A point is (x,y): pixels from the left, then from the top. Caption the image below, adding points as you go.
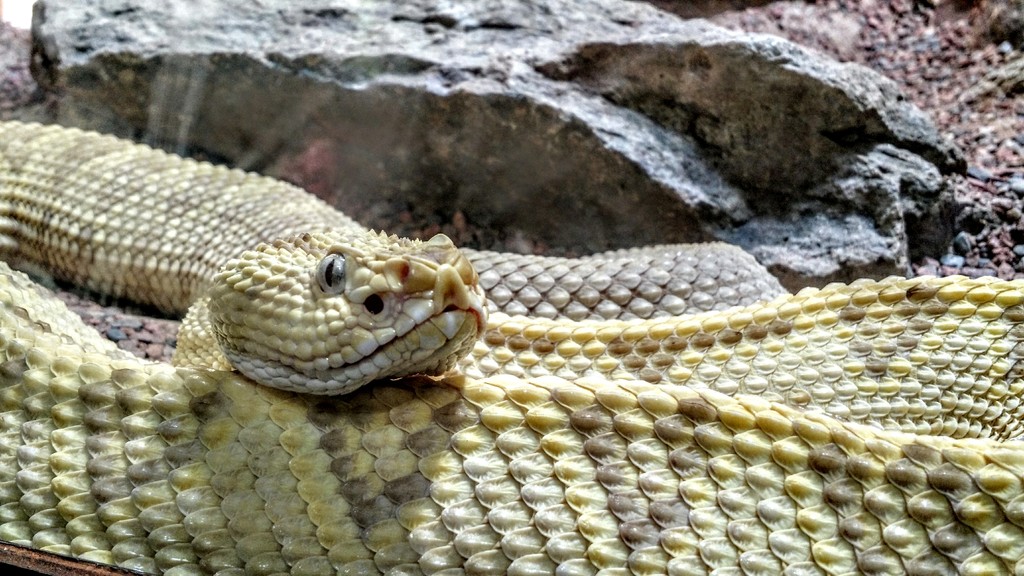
In this picture we can see snake (362,446), rock (747,201) and stones (901,36).
